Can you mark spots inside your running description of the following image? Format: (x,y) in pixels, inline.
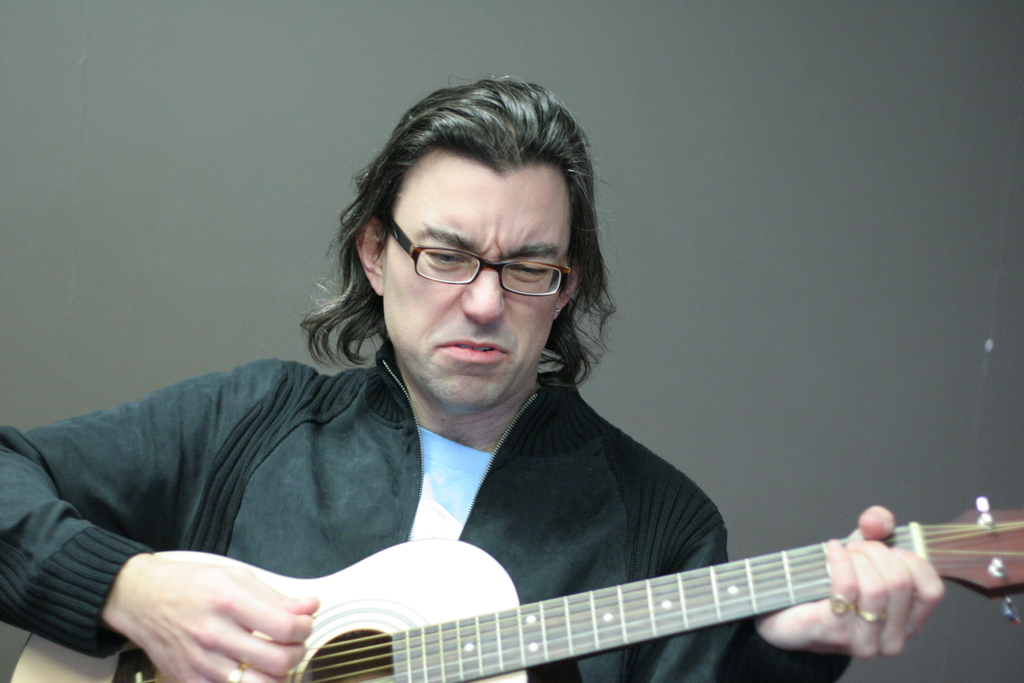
As we can see in the image there is a man (515,354) holding guitar (142,677).
